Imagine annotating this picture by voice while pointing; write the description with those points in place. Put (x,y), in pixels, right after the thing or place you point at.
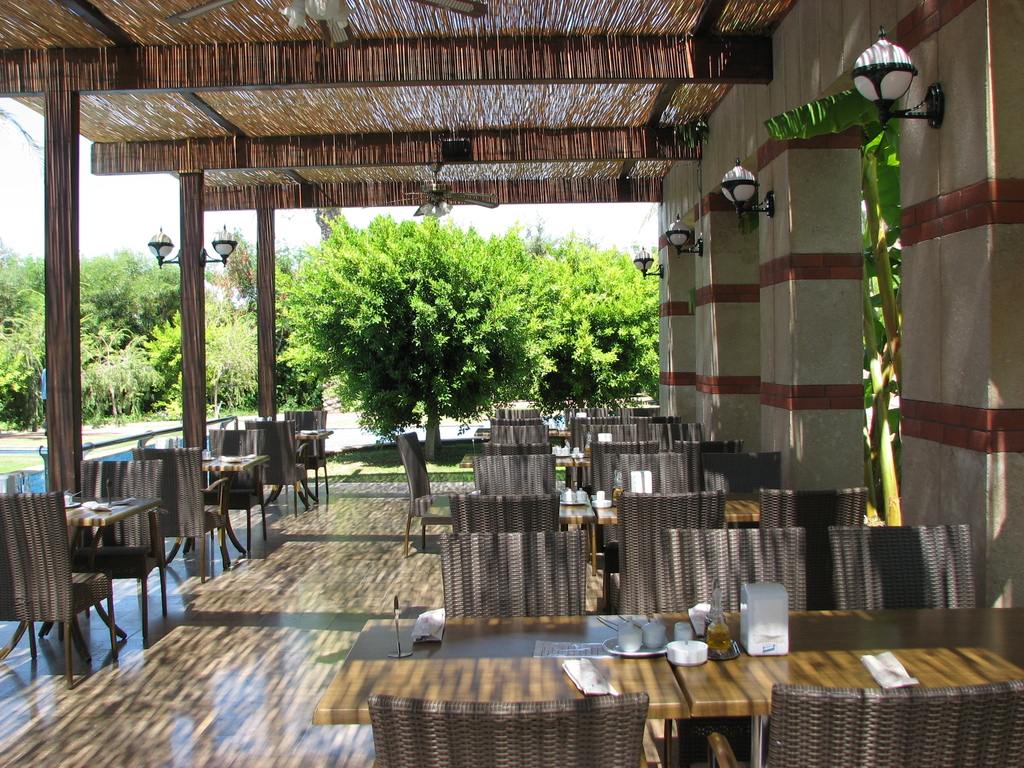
In this image we can see chairs (213,526), tables (434,695), metal lights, pillars (929,48), fans (325,13), trees (323,263) and we can also see some objects (585,656) placed on the table (562,663).
